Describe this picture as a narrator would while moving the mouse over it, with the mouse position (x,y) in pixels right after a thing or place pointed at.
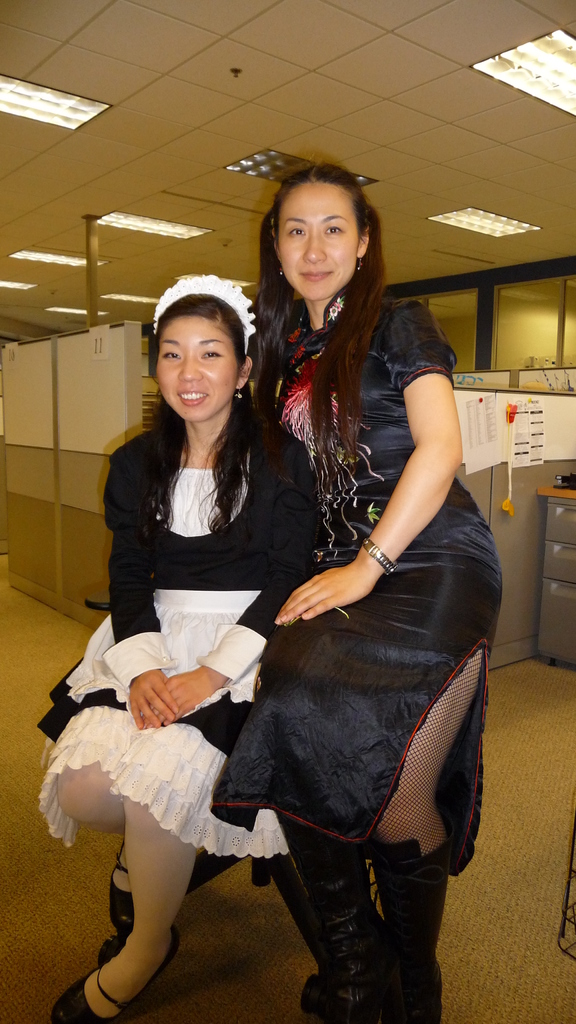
In this image I can see two persons (329,250). The person (454,515) at right (462,537) wearing black dress (450,555) and the person (254,622) at left (160,562) wearing black and white dress (239,629). Background (486,220) I can see few lights (464,223) and wall (537,334) in cream color.
